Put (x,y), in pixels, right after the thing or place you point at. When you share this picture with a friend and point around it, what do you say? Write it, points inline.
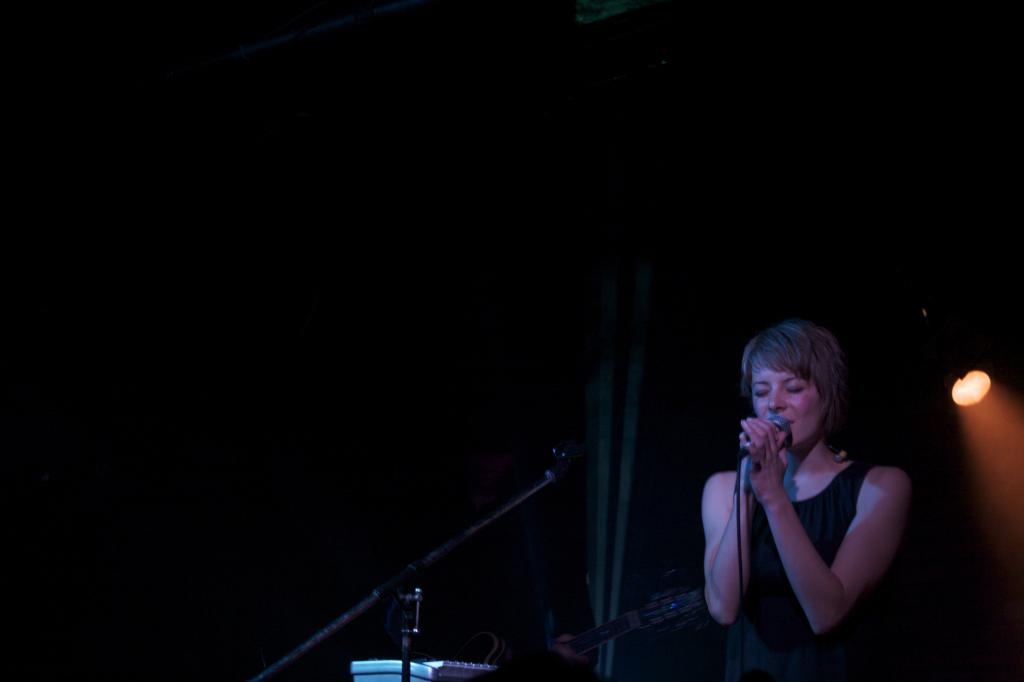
On the right side (764,478) bottom of the image (822,501), we can see a woman (803,495) is holding a microphone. Here we can see light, rod stand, object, wires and person (516,560) is holding a musical instrument (675,611). Background (13,406) there is a dark view.
